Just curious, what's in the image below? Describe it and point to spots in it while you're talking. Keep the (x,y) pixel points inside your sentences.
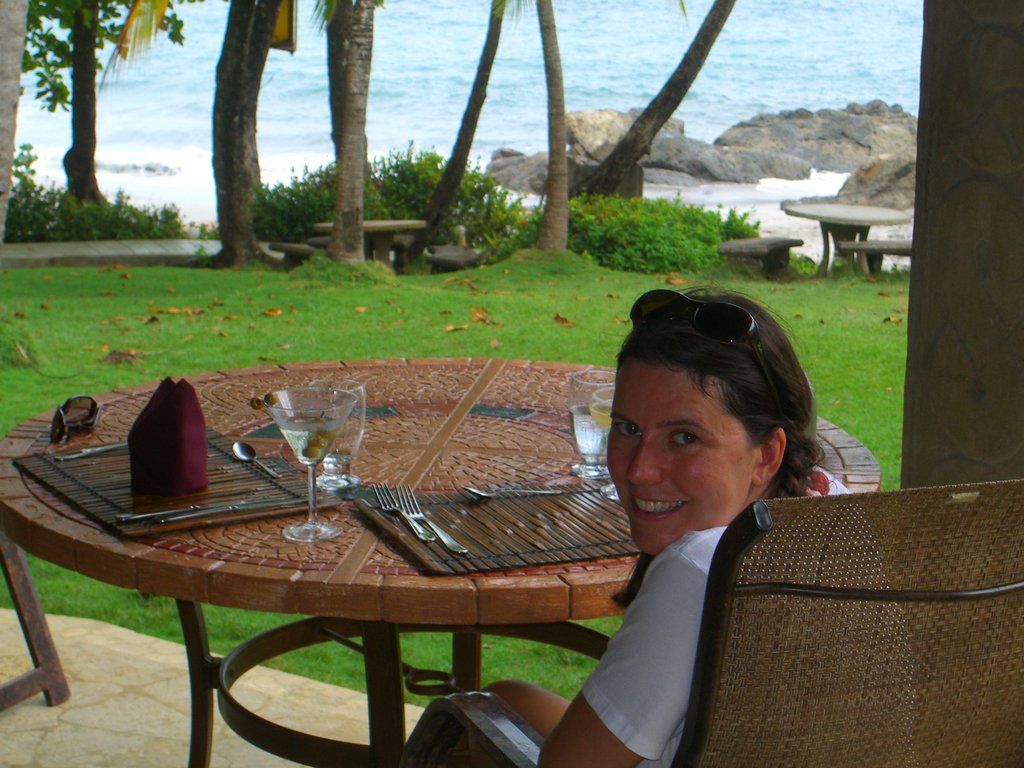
On the right side (735,455), there is a woman (741,443) in white color shirt (712,548), smiling and sitting on a chair (965,487). In front of her, there are forks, glasses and other objects (147,503) arranged on a table (361,558). Beside her, there is a pillar (974,60). On the left side (33,689), there is a wooden object (47,675). In the background (9,103), there are trees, there are tables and benches (879,249) arranged, there are plants (705,217) and grass (865,295) on the ground (834,332), there are rocks (823,142) and an ocean (169,127).
